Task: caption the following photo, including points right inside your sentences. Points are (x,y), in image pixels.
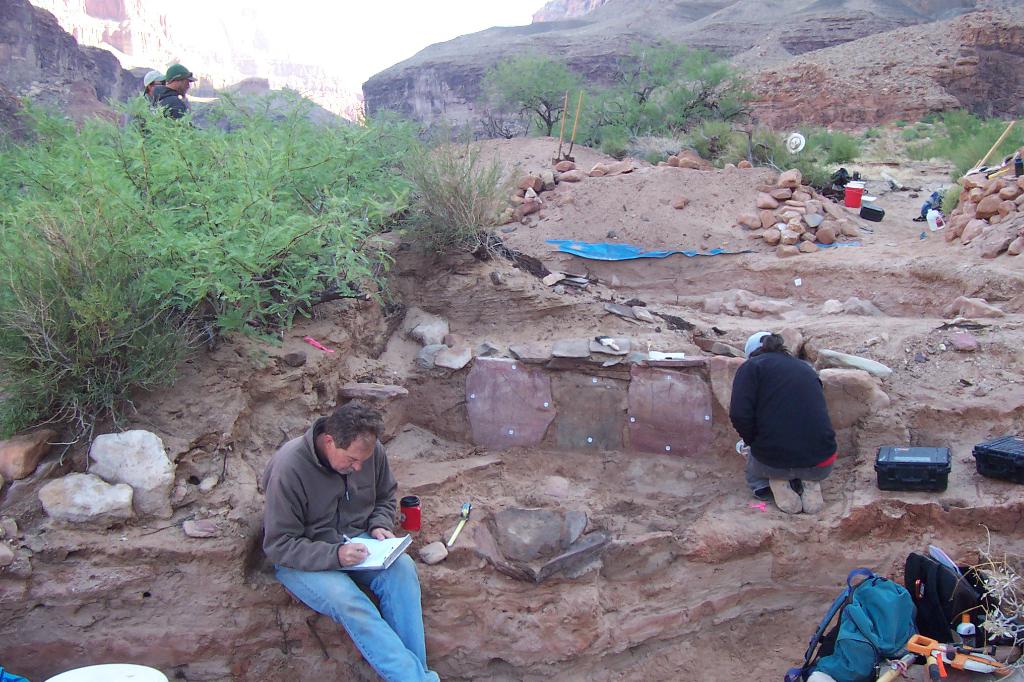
In this picture I can see a man (362,507) writing on a book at the bottom (343,553), on the right side (786,444) I can see a person (765,429), in the middle (462,362) there are trees (239,293) and stones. On the left side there are two persons (177,104), in the background (420,90) I can see the hills (925,105), in the bottom right hand side (924,637) I can see few bags (897,630) and other things (950,646).
